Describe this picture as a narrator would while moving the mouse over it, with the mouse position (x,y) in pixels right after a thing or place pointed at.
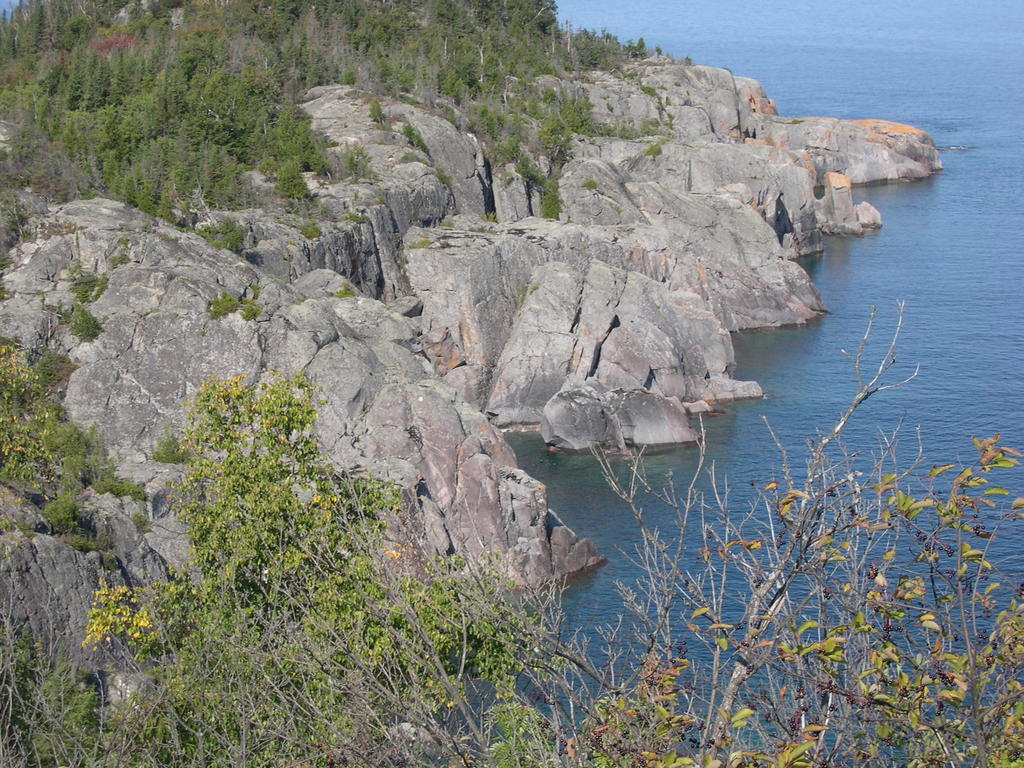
In this picture we see rocks (606,405) and trees (118,181) near a sea (959,142) with water (938,363).
